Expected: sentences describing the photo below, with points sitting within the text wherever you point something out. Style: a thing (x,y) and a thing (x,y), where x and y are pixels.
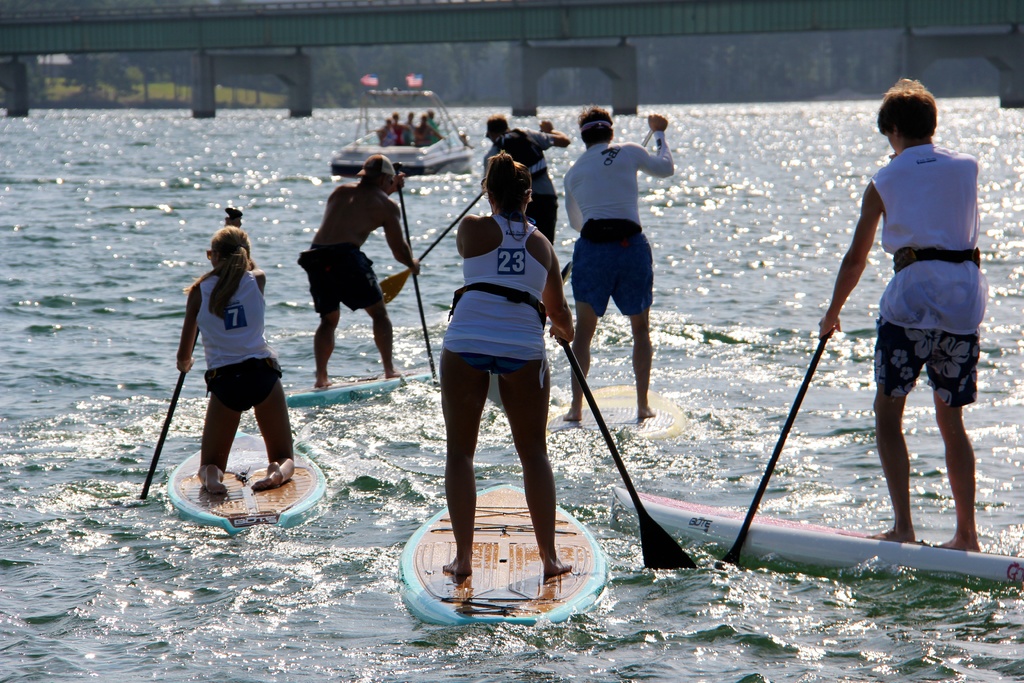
In this image on the right (903,344), there is a man (966,327), he wears a t shirt (935,270), shorts (946,347), he is surfing with the surfing board (823,539), he is holding a stick (776,462). In the middle (531,318) there is a woman (535,338), she wears a t shirt (539,338), shorts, she is surfing with a surfing board (503,597), she is holding a stick (642,527). On the left (263,379) there is a woman (256,364), she wears a t shirt (255,330), shorts (249,400), she is surfing with a surfing board (172,477), she is holding a stick (168,418). In the middle (599,248) there are three people (393,190), they are surfing. In the background (430,145) there is a boat (430,145) on that there are some people (405,139). At the bottom (199,534) there are waves (144,592) and water (153,621). At the top (307,73) there is a bridge (239,55).
